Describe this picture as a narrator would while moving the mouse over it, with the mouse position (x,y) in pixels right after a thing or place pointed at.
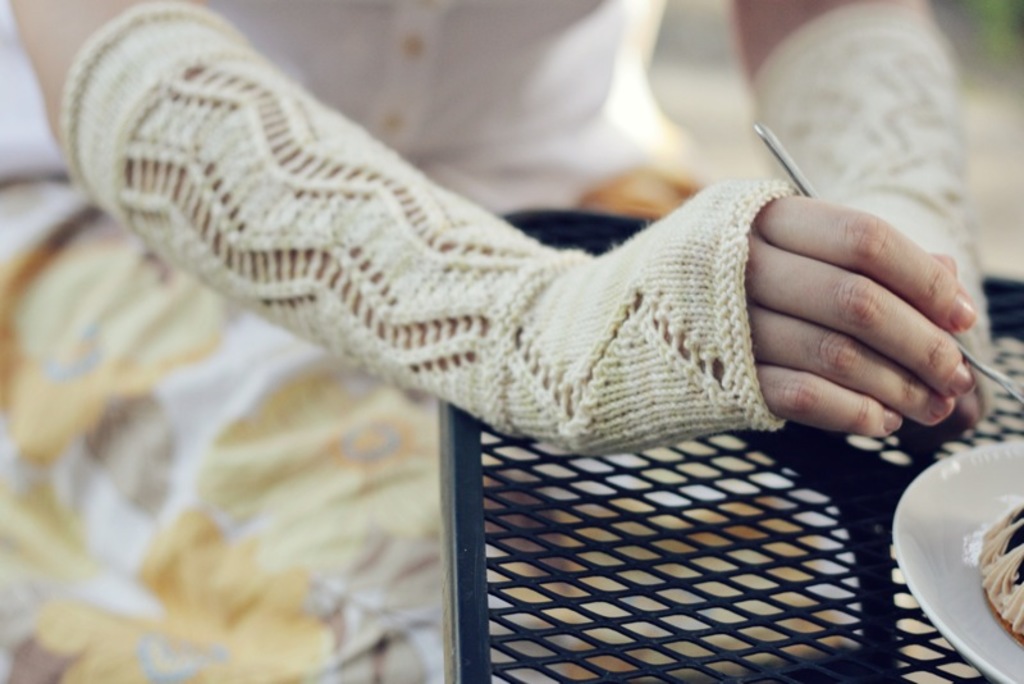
In this image in the front (959,563) there is a plate (932,570) which is white in colour and on the plate (975,560) there is food (992,578). In the center (576,237) there is a table (571,521) which is black in colour and in the background (339,91) there is a person (322,128) holding an object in hand (783,234).
